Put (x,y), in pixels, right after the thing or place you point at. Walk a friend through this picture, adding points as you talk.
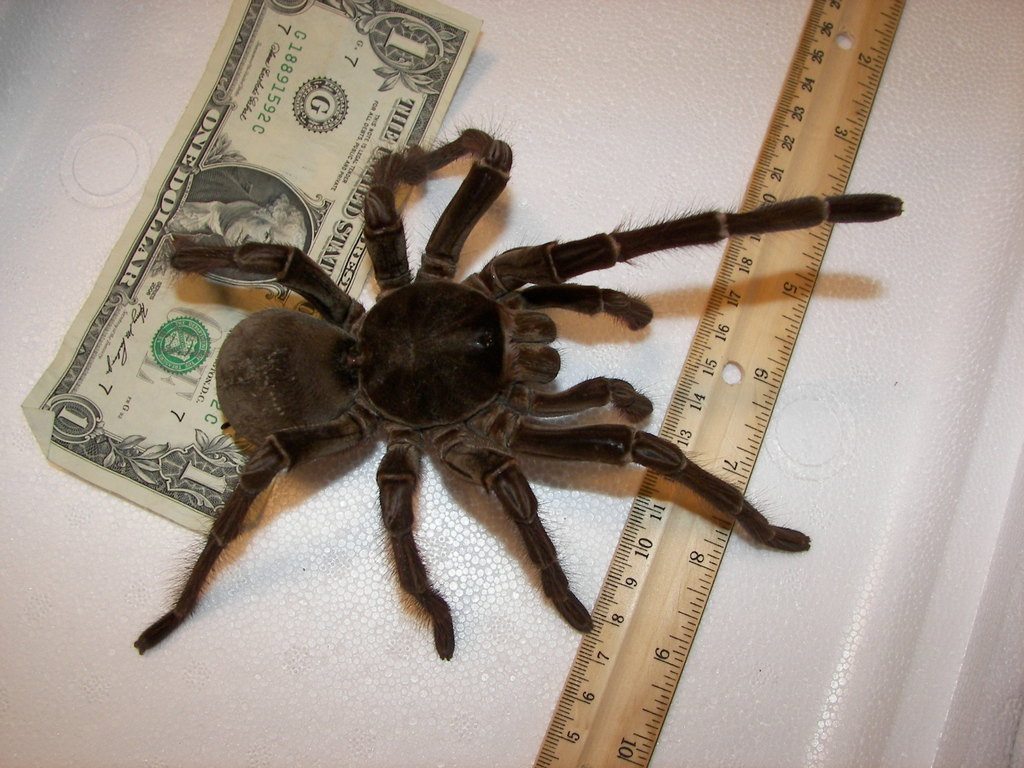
In the picture I can see a black color spider (694,482), a scale (678,647) and a dollar note (296,297) on a white color surface (286,578).
